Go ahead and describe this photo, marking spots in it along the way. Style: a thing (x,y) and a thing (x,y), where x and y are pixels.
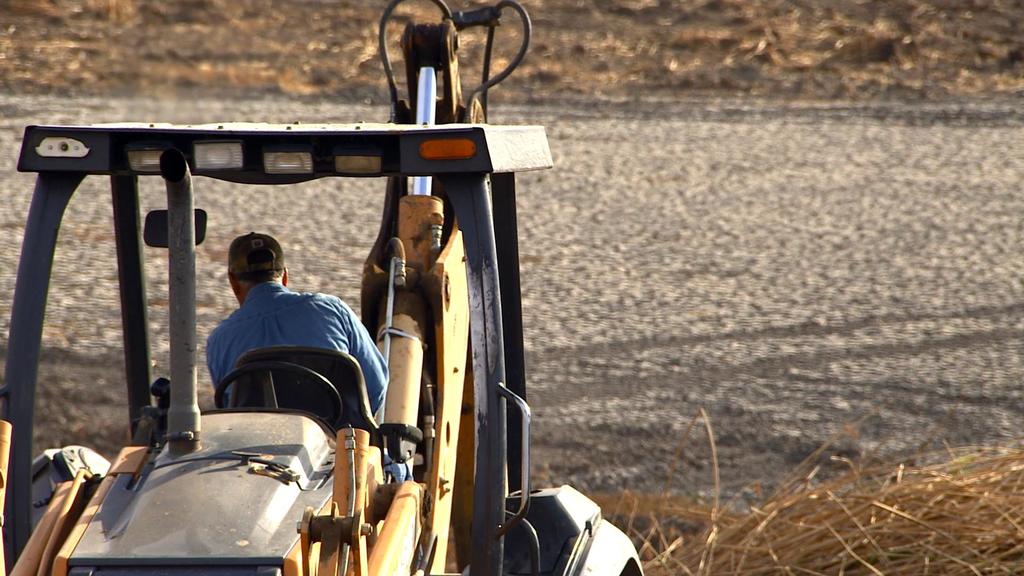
In this image we can see a person (334,342) is riding a vehicle (404,454). He is wearing blue color shirt (271,315) and cap (262,252). Right side of the image (933,495) dry grass (929,518) is present. Background of the image (710,127) land (730,162) is there.
